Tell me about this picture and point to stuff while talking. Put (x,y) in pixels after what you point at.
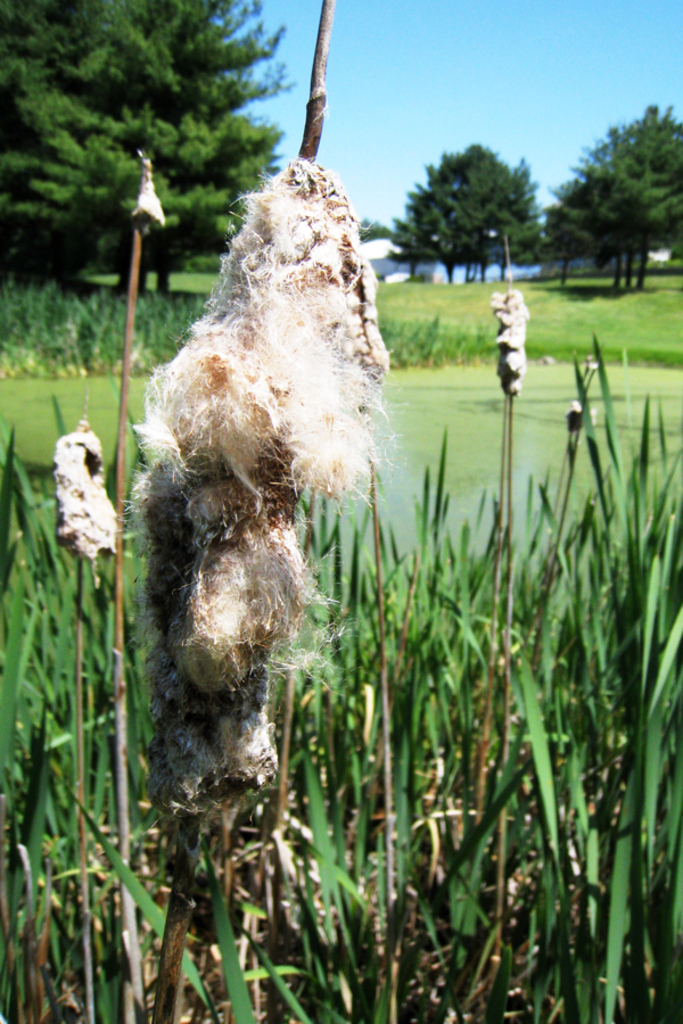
In this picture there are flowers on the plants (436,717). At the back (76,184) there are trees (418,201) and there is a building (391,272). At the top (543,85) there is sky (399,94). At the bottom (49,704) there is grass (30,726) and there might be water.
